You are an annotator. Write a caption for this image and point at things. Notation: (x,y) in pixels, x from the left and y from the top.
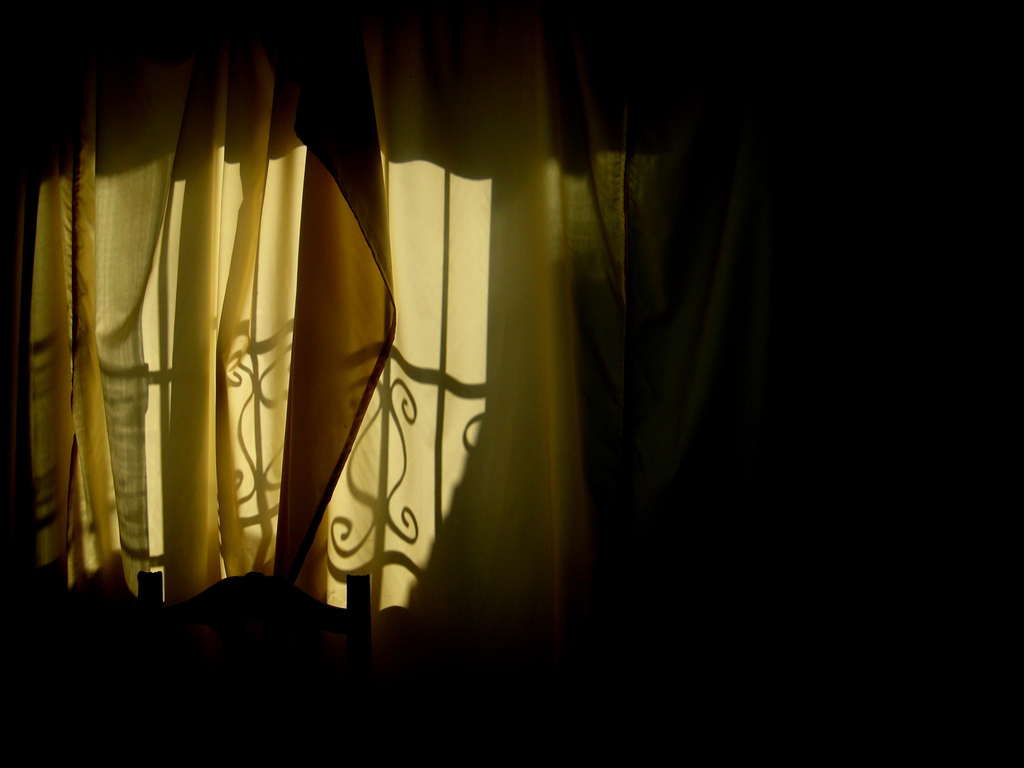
In the picture I can see curtains (367,440). This image is little bit dark.
